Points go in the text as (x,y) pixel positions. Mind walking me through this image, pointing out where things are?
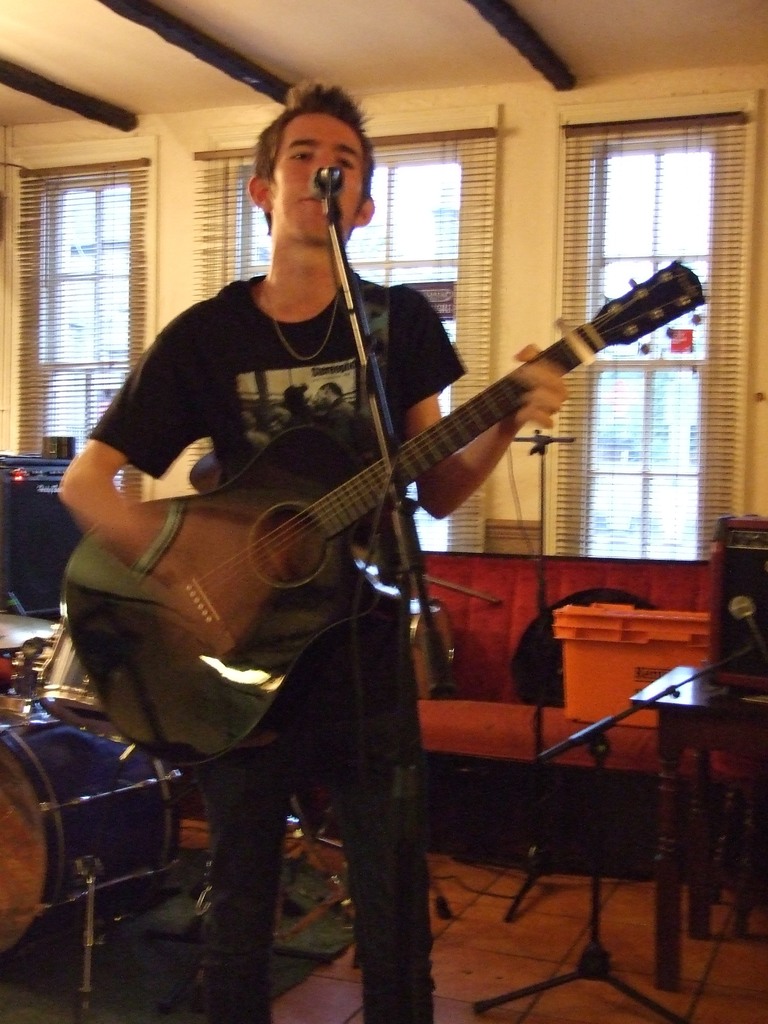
Here is a man (253,406) wearing the black T-shirt (225,403), trouser (262,794) and standing. He is playing guitar (376,465) and singing song. This is a mike (333,190) with a mike stand (413,771). This is a couch (456,701) where some things (547,673) placed on it. At the left corner of the image (54,801) I can see a drum (86,802) which is blue in color. At background (133,296) I can see blinds (100,284) for the windows (614,485). This is the ceiling rooftop (548,38).
